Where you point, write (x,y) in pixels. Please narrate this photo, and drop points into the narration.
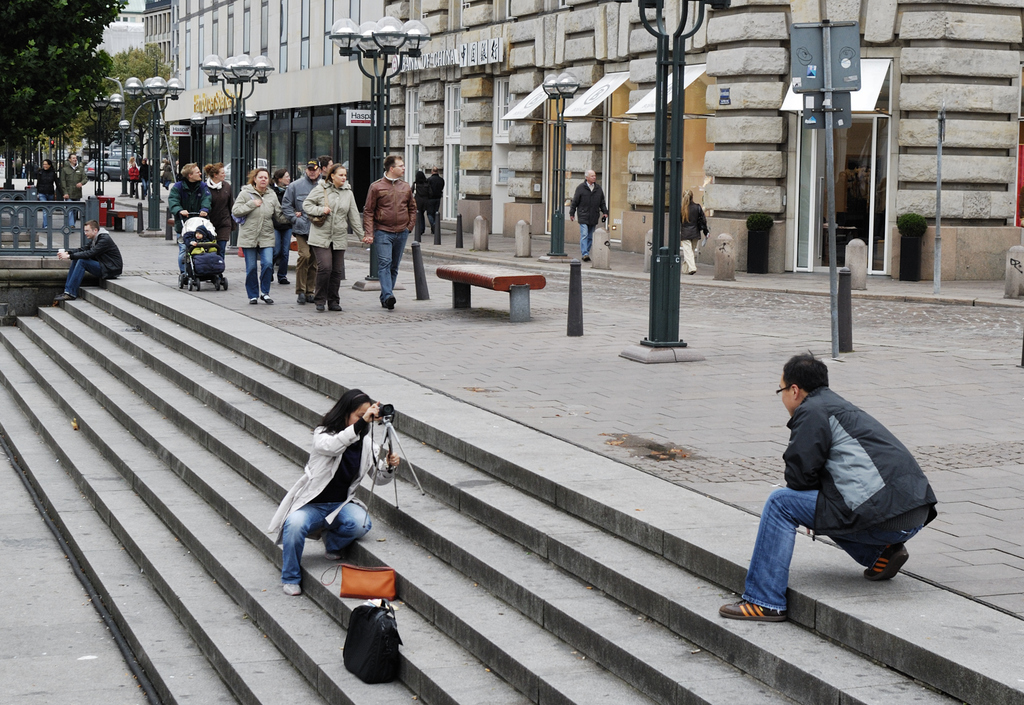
In this picture there is a man (835,476) who is wearing jacket (852,450), jeans (801,510), spectacle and shoe (750,613). He is in squat position. On the bottom (314,526) there is a woman (338,479) who is wearing jacket (330,473), t-shirt (351,458), jeans (287,547) and holding camera (389,415). She is in squat position. On the stairs (318,682) we can see the purse (359,572) and bag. On the left (90,263) there is a man (66,257) who is sitting near to the fencing (68,242), behind him we can see the group of persons (280,187) walking on the street (351,269). Beside them we can see street lights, cones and bench (457,277). In the background (811,10) we can see building (514,100), cars (119,173), road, trees (71,89) and poles (126,147). On the top left corner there is a sky (134,4).
